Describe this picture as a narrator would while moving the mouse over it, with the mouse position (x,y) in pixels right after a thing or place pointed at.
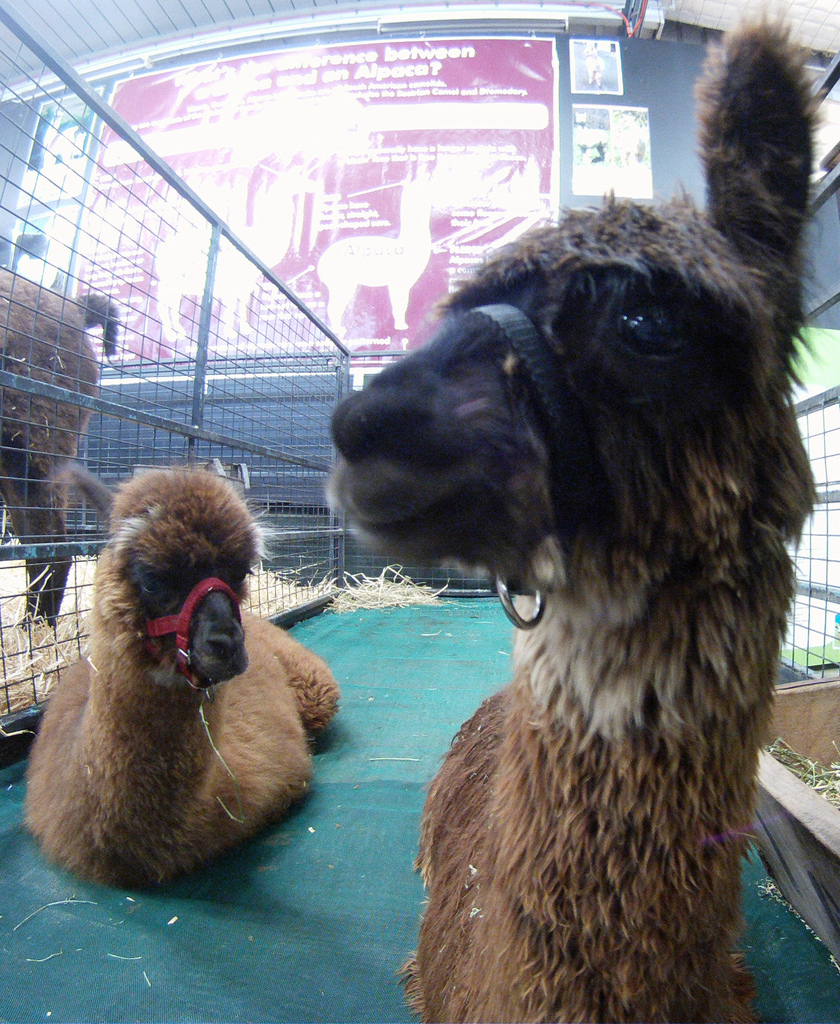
In this image there are animals (565,886) and a fence (82,400). In the background (599,163) there are boards (547,108) placed on the wall (672,112).
